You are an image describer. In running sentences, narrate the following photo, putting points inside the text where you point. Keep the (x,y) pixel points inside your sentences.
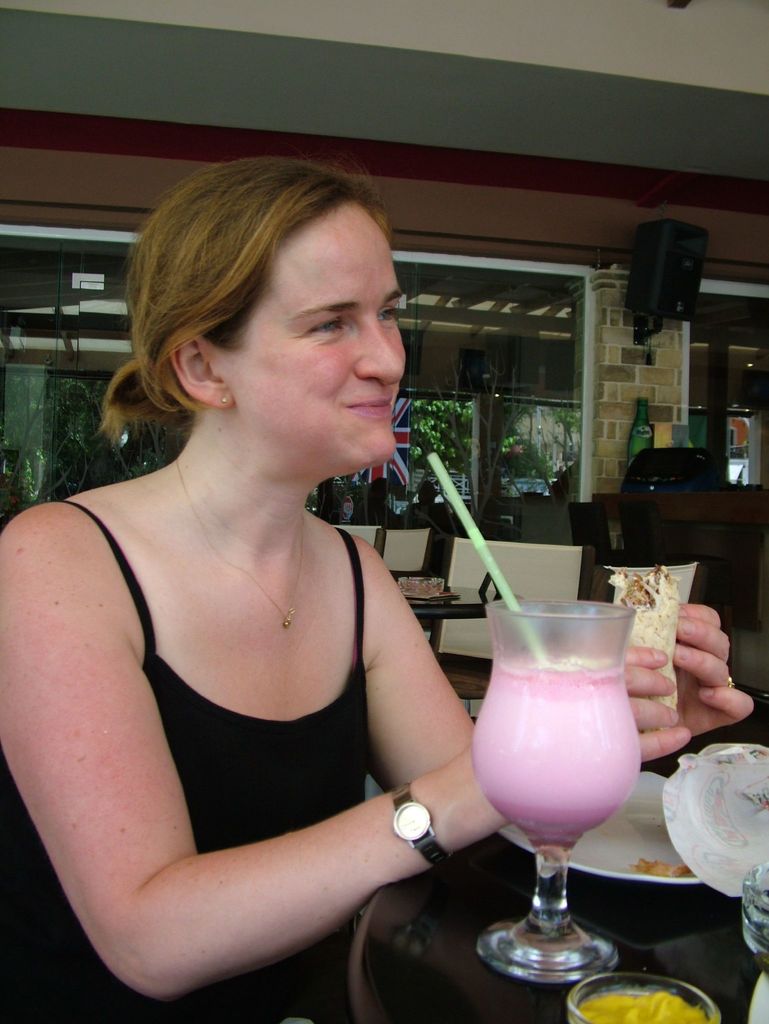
In this image I can see a person (50,871) sitting and holding the food (658,600), the person (695,704) is wearing black color dress (306,763). I can also see a glass (535,847), few plates (619,863) on the table (595,888). background I can see few chairs (382,553) and tables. I can also see a glass door (455,405) and the wall (640,383) is in cream color.
